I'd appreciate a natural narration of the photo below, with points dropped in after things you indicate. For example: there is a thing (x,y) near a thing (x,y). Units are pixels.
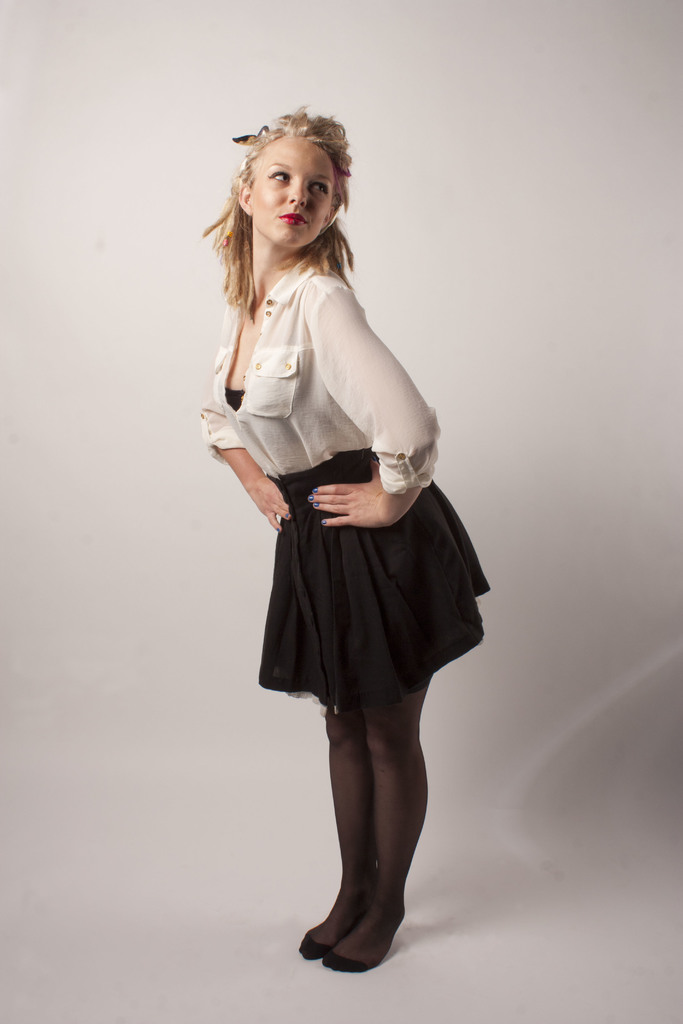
In this image there is a girl (314,402) who is wearing the white shirt (276,400) and a black frock (359,596). In the background (94,309) there is a white color wall (100,188).
